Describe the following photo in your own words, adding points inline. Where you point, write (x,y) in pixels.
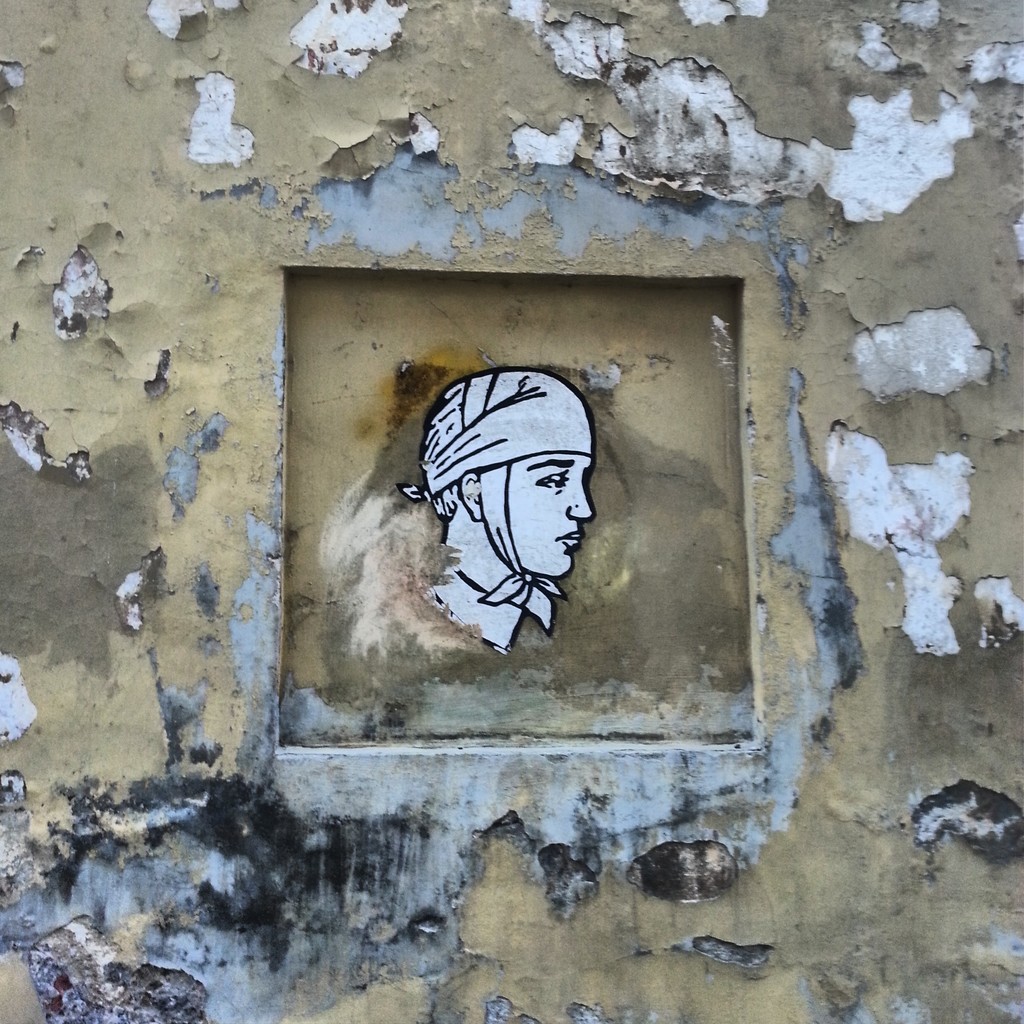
In this image I can see a person face (477,587) attached to the wall (755,355) and the wall (790,249) is in cream and white color.
